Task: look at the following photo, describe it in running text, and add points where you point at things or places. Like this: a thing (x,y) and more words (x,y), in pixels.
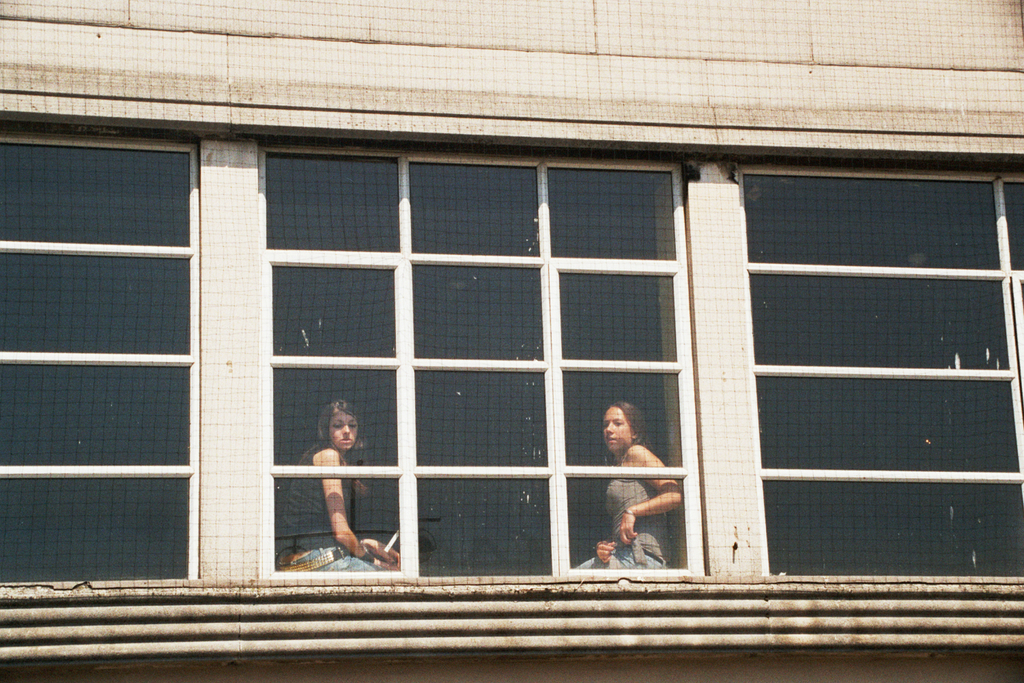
In this image, we can two persons (639,480) wearing clothes (627,489) and sitting on the window (525,559). There is an another window (160,484) on the left (123,371) and on the right side of the image (845,416).
